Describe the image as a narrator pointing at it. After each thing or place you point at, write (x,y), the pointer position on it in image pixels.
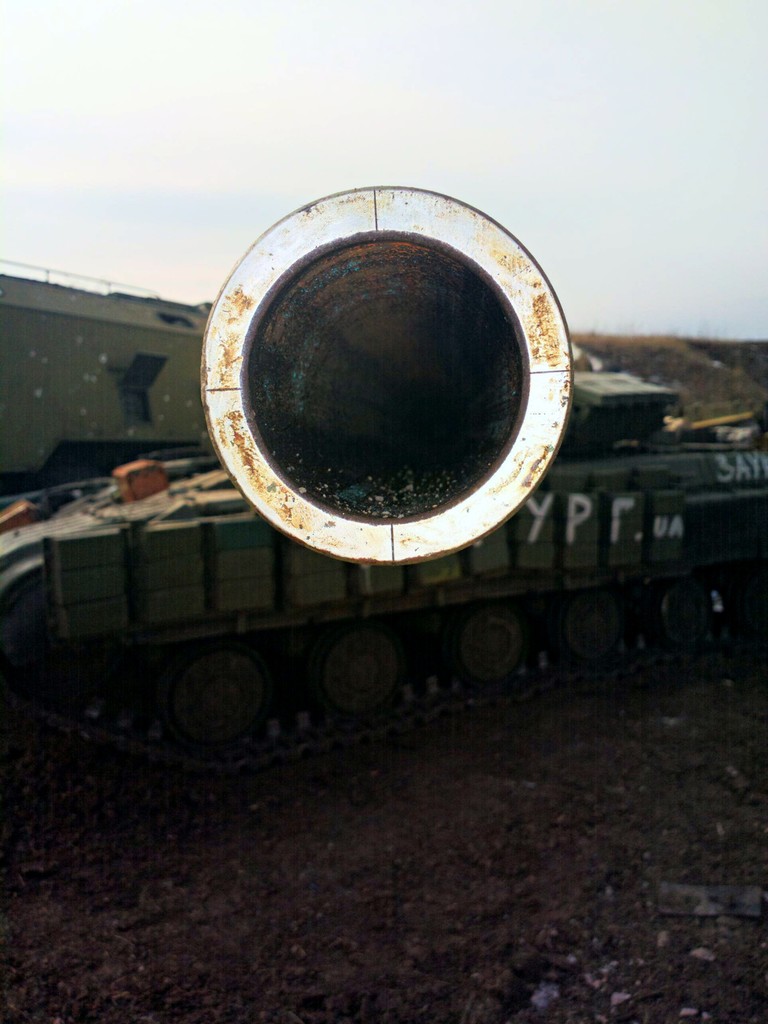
In this image I see a tanker (413,357) which is of dark green in color and I see few alphabets (578,510) written on it and I see the ground (466,750). In the background (483,8) I see the clear sky (428,71).
